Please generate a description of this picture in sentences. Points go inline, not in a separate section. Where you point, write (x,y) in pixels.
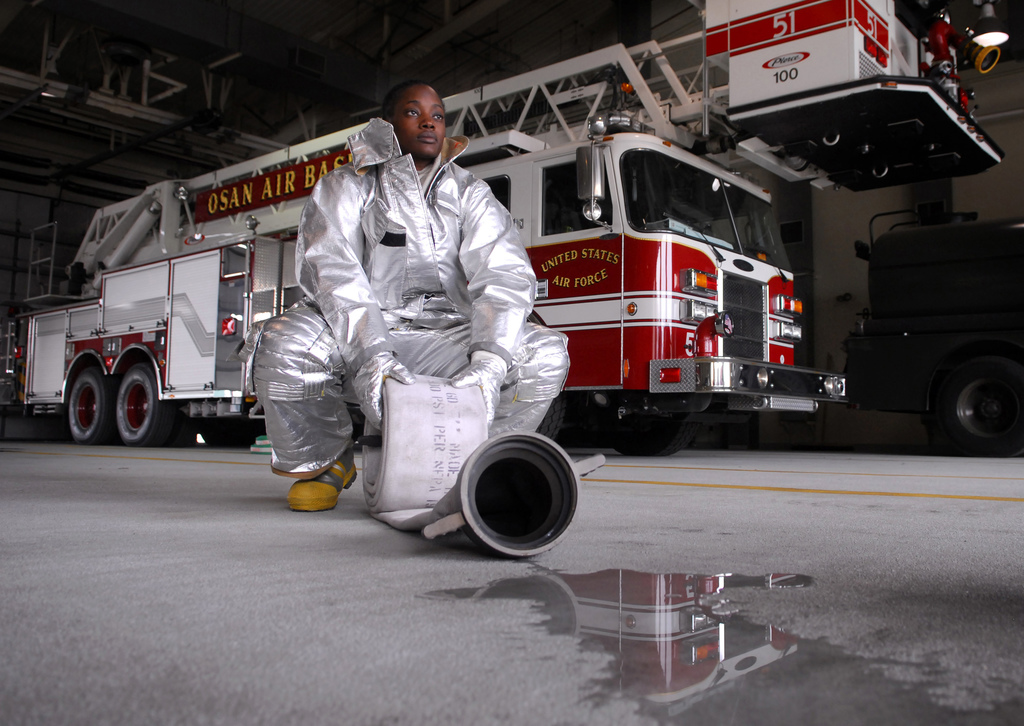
In this picture I can see a woman (417,317) in front (396,210) and I see that she is wearing white color suit (349,346) and holding a thing (434,472). In the background (164,223) I can see a fire engine (673,219) and I see something is written on it. On the right side of this picture (1013,244) I can see a vehicle (1022,234) and I see the water (636,643) on the ground (259,623).
